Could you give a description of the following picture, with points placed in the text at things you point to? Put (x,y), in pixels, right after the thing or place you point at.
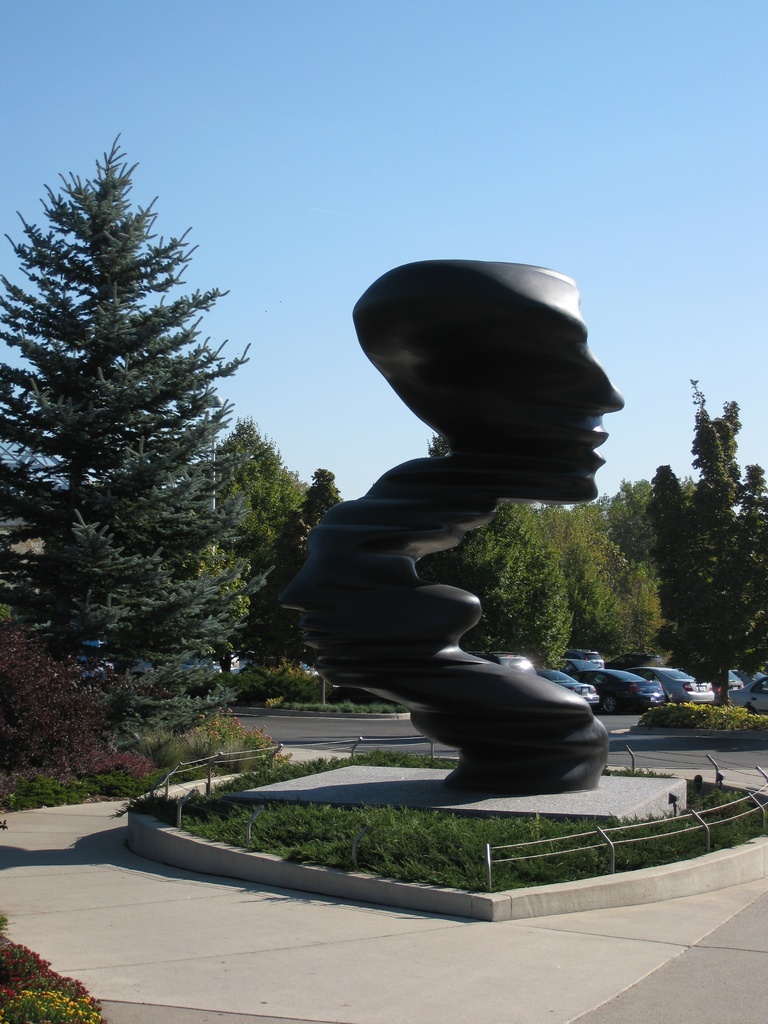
There is a statue (482,447) which is black in color and there is a fence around it and there are trees (581,577) and vehicles (643,670) in the background (281,534).
